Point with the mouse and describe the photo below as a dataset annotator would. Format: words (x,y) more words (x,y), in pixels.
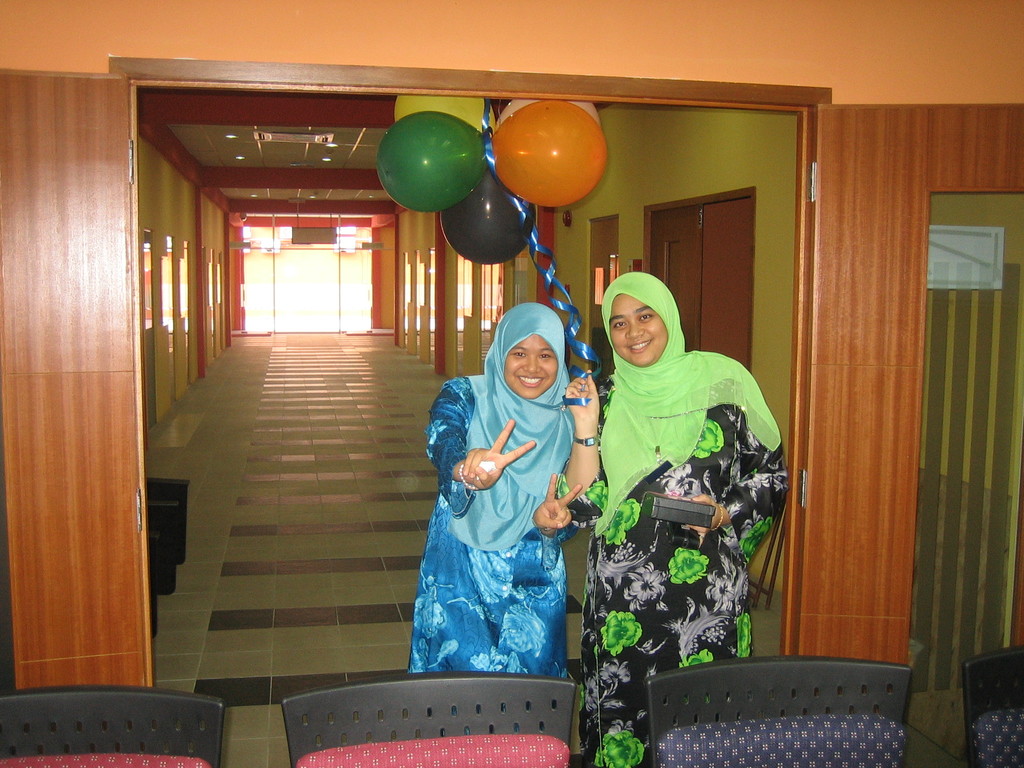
In this image in front (698,761) there are chairs (680,749). Behind the chair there is a person (494,455) wearing a smile on her face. Beside her there is another person (709,568) holding the balloons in one hand (591,432) and some object (709,511) in another hand (705,533). In the background of the image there is a wall (638,254). There are closed doors (716,242). In the center of the image (359,306) there is a glass door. On top of the image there are lights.
